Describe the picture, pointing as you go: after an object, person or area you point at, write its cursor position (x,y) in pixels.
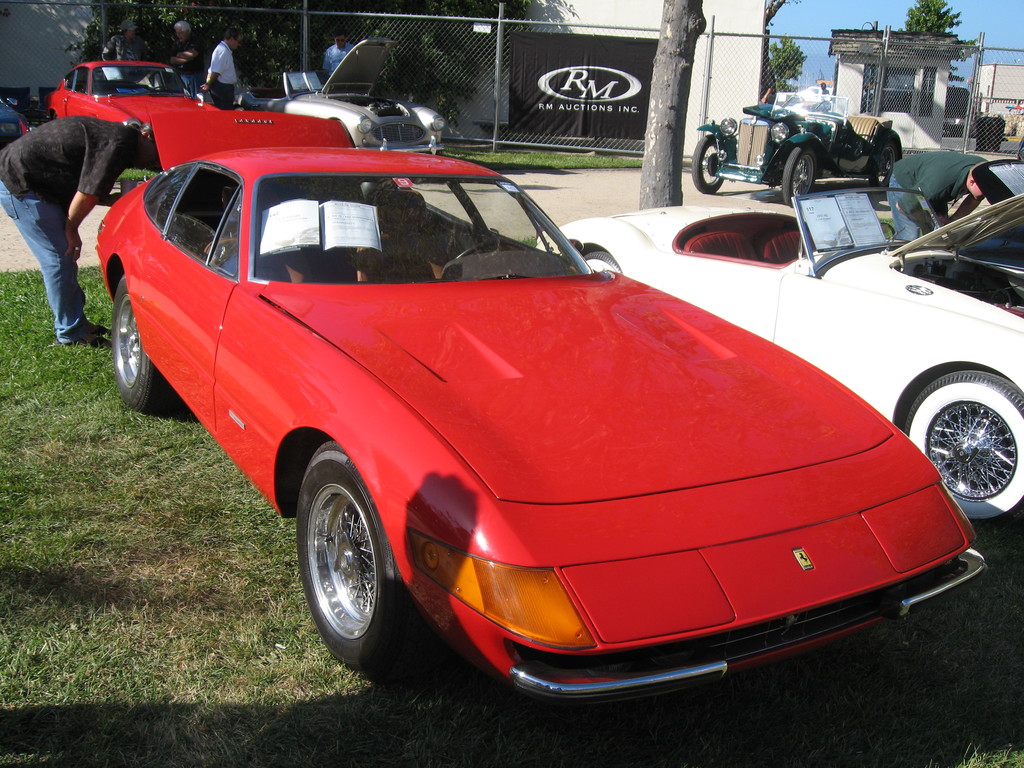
In this image we can see cars (499,200), some persons (84,123), trees (660,105), mesh (490,104), board (533,104), house (909,90) are there. At the bottom of the image (121,682) grass (169,671) is there. In the middle of the image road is there. At the top right corner (792,12) sky (790,28) is there.
